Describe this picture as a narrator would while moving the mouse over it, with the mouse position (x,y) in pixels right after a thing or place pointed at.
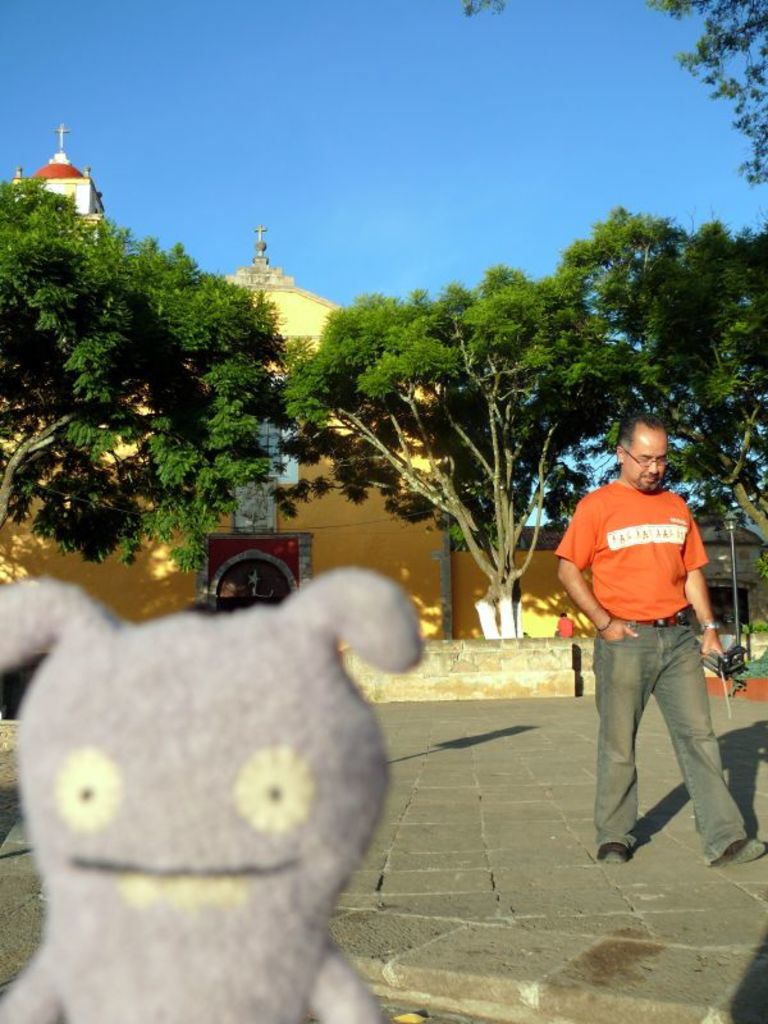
In this image in the foreground (150,696) there is one toy (286,737), and in the background (631,646) there is one person (623,611) who is walking and also there are buildings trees (503,560) and a wall (465,689). At the bottom (459,777) there is a floor (518,912).
